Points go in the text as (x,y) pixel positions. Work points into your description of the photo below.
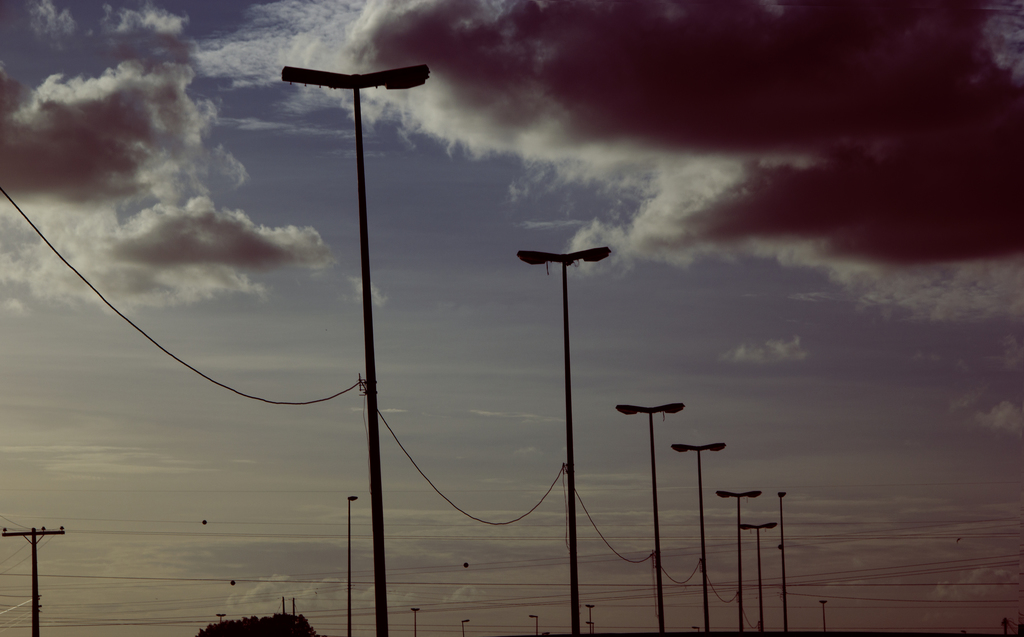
In this image I can see there are street lamp poles (738,549), at the top (644,59) it is the cloudy sky (604,104).
